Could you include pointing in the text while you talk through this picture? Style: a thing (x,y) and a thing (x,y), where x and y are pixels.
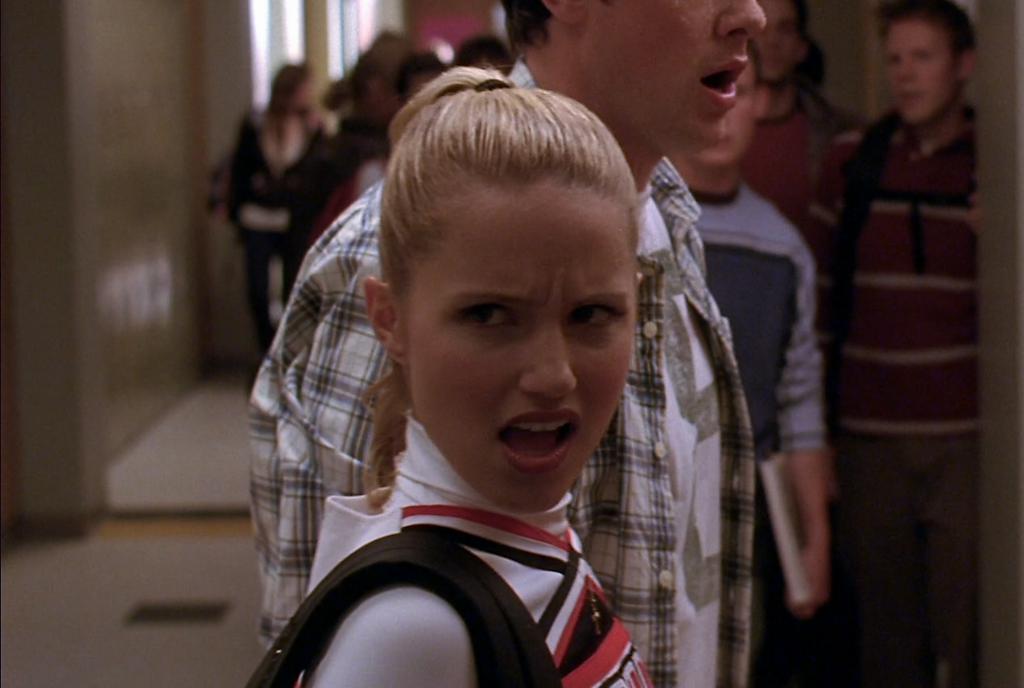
In this picture we can see a girl (525,505) and in the background (918,362) we can see a group of people (917,521), wall (1021,243) and some objects (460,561).
